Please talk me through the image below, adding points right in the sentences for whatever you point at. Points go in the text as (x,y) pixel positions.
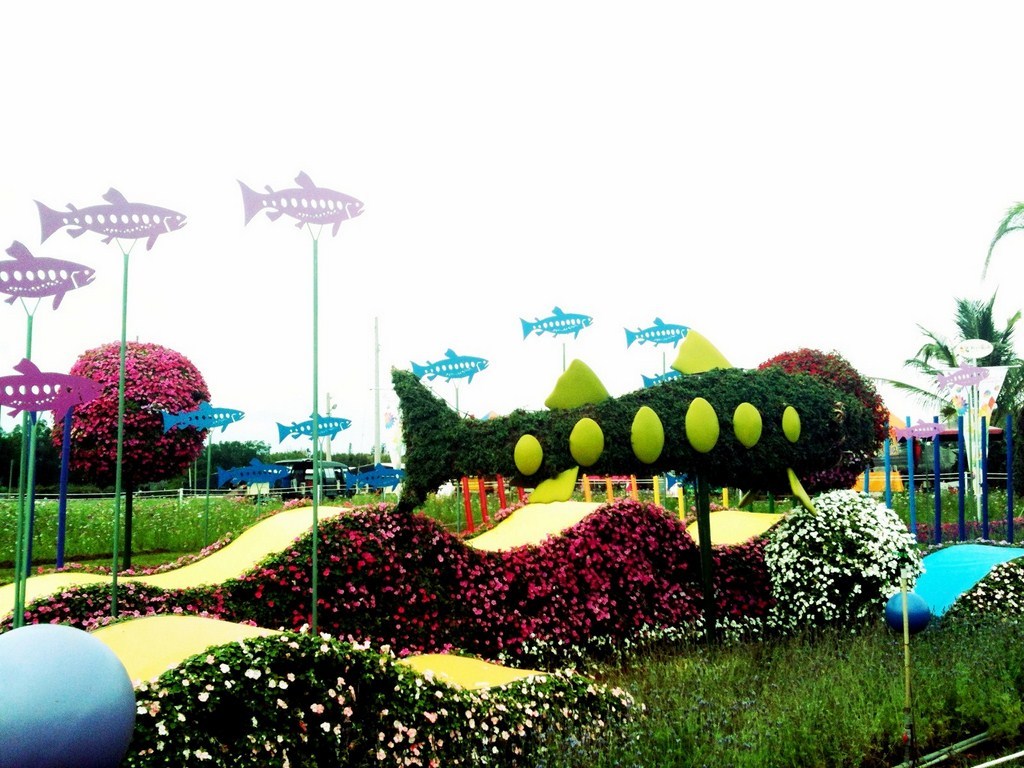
In the foreground of this image (260,588), there is a garden (398,706) with many plants (678,623) and flowers (603,581). Also there is a fish symbolize rods (309,211) are present in the garden (297,511). In the background (221,357), there are trees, poles (937,420), and the sky (697,221).
